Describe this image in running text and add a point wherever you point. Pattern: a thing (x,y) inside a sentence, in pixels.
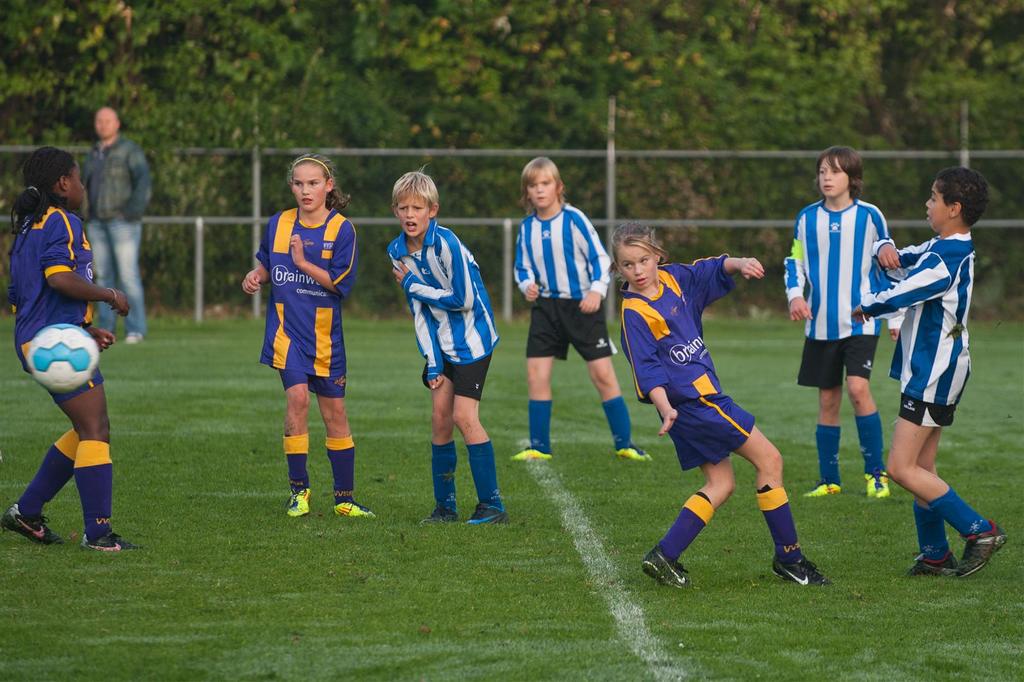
In this picture there are kids (425,314) and we can see grass (353,576) and ball (69,356) in the air. In the background of the image (140,210) there is a man (114,134) standing and we can see fence (677,153) and trees (601,62).
